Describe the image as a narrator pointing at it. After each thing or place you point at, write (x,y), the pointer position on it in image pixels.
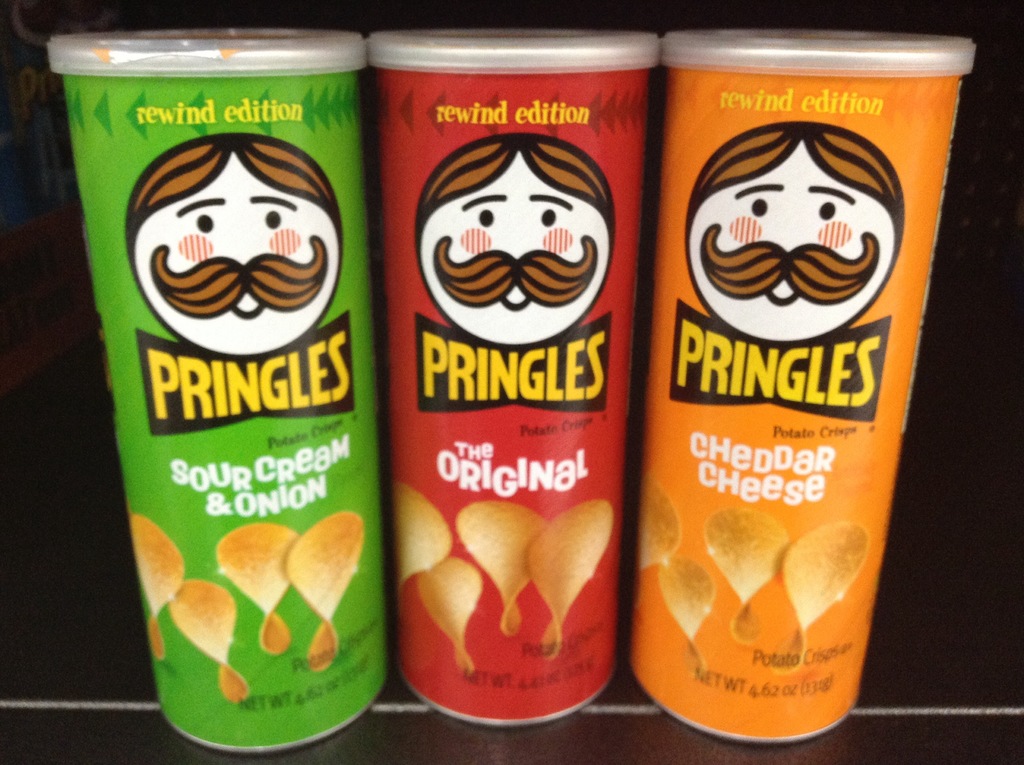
In the image we can see three food containers (357,183) of different colors.
